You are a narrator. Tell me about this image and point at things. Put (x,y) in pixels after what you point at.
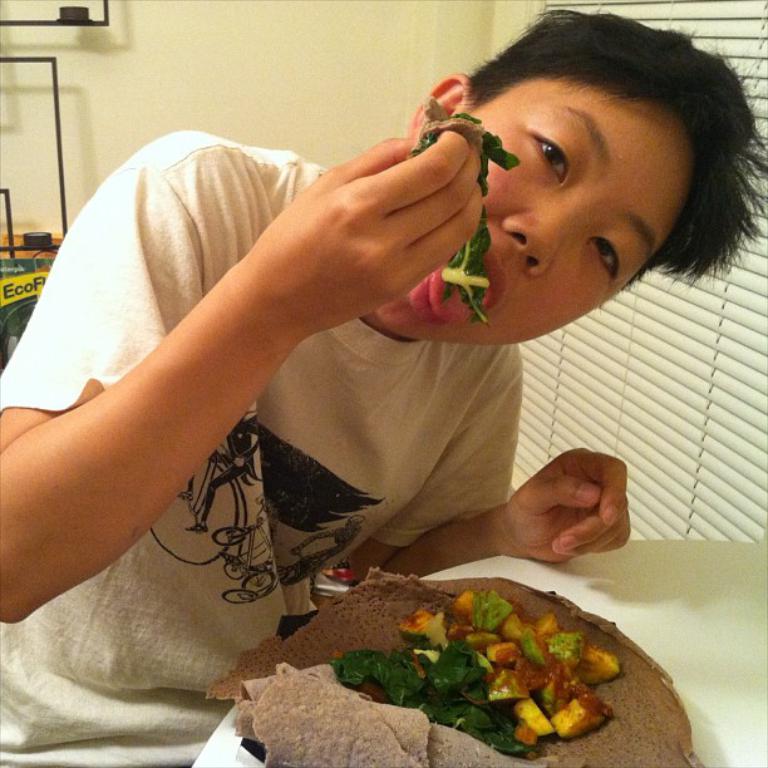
In this image, we can see a white color table (759,591), there is a boy (545,269) sitting and he is eating food (484,601), in the background (257,83) there is a white color wall (301,63).
